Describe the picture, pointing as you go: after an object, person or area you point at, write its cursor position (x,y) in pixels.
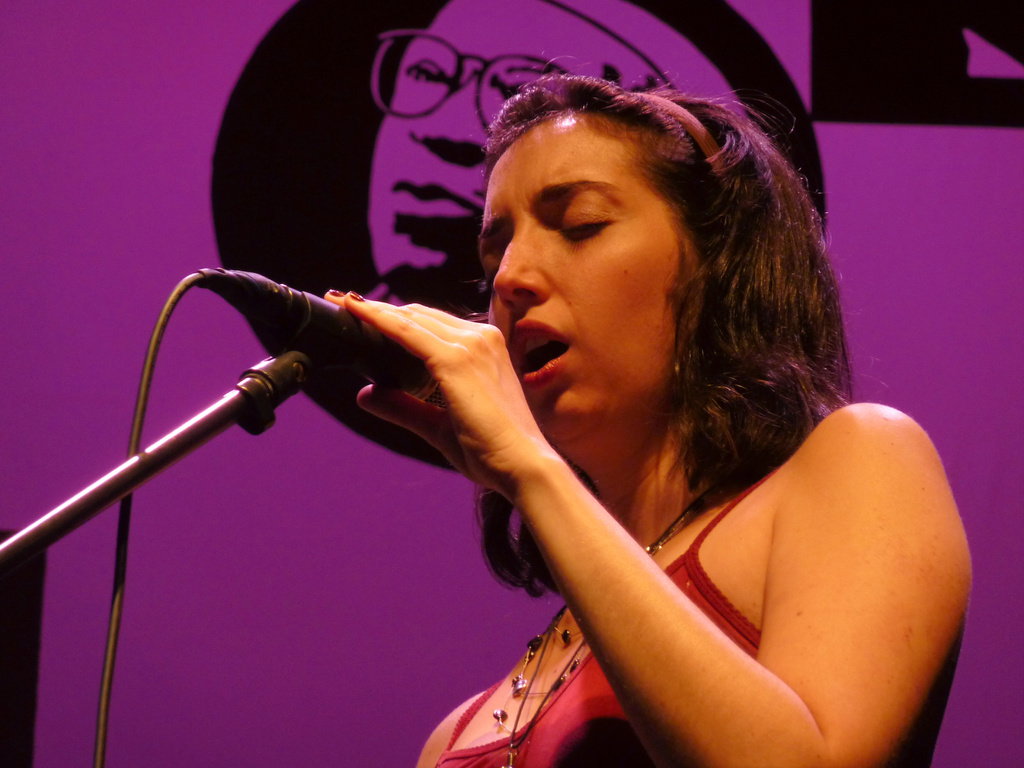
In this image i can see a woman (657,566) wearing red dress (584,716) is standing and holding a microphone (422,404) in her hand (403,412). In the background (143,100) i can see a pink banner (156,113) with a person (464,16) printed on it.
